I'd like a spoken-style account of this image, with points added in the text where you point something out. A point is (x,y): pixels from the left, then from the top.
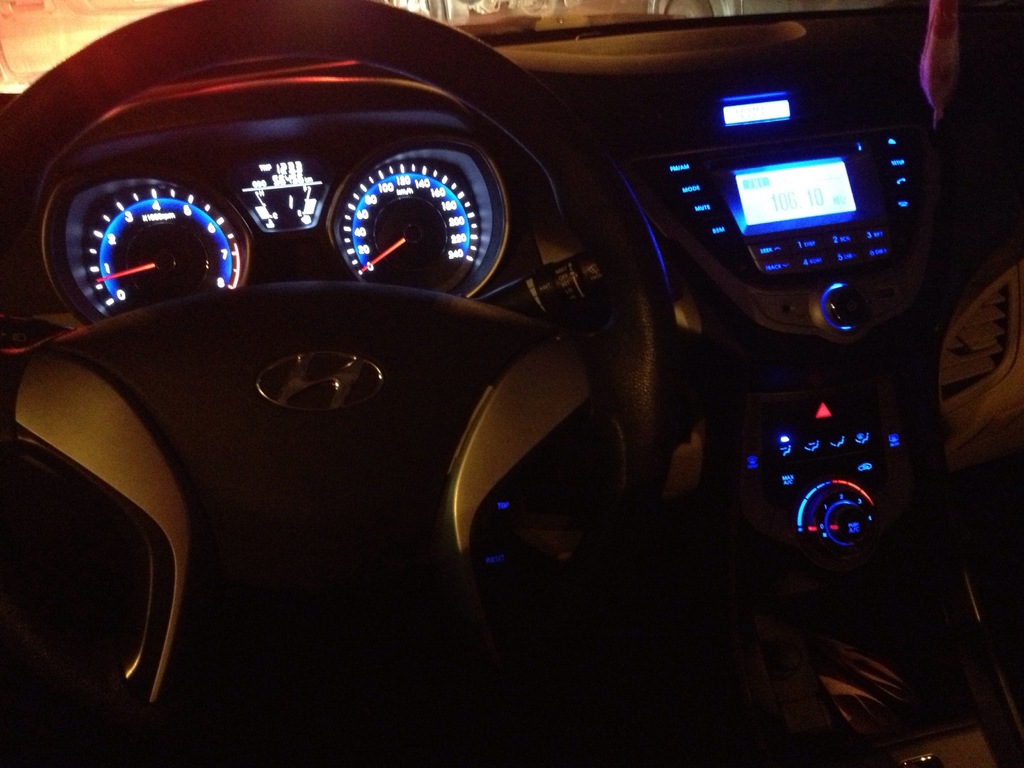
In the image we can see there is an inner view of the car (820,398). There is a steering wheel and other functioning buttons (767,255).
